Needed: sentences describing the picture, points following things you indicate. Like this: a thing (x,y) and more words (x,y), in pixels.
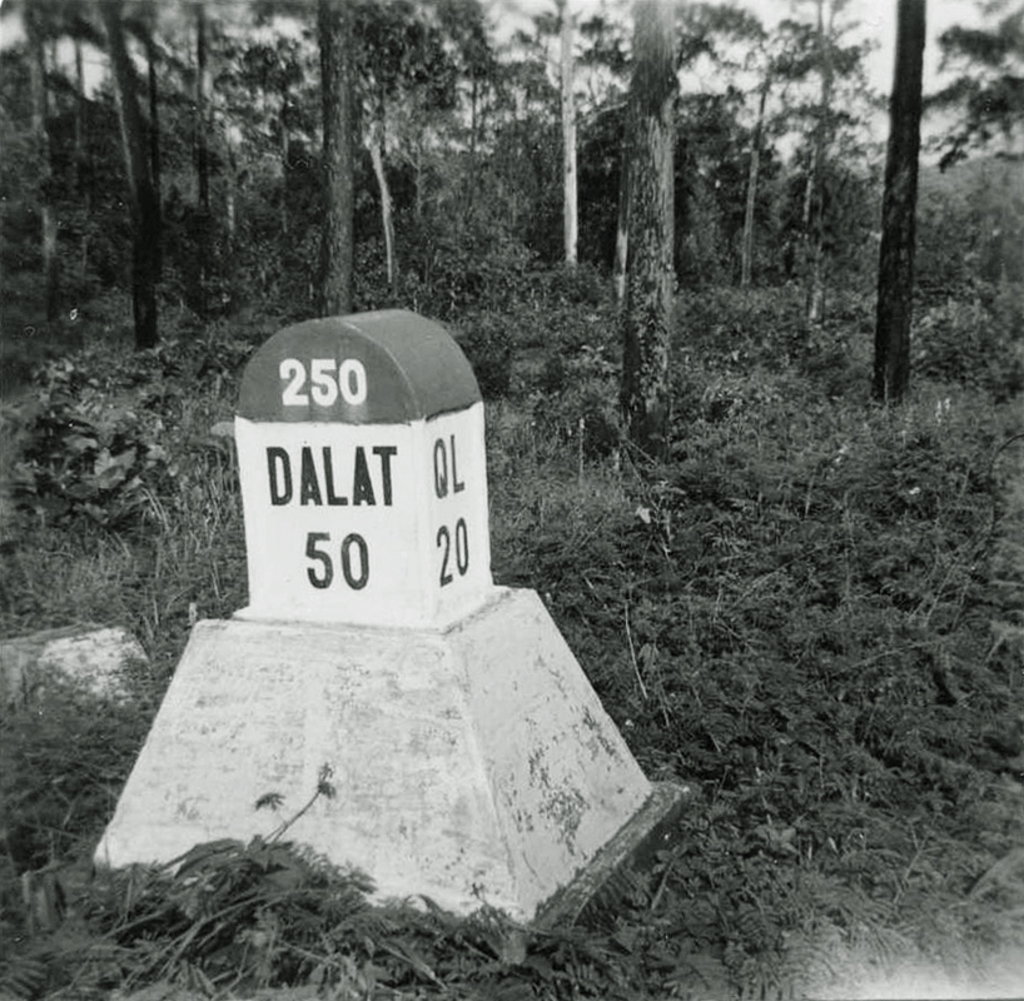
This is the black and white image where we can see a milestone (429,619) on which we can see some readings (366,574). In the background (786,573), we can see grass (864,481), plants (506,380) and the trees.
